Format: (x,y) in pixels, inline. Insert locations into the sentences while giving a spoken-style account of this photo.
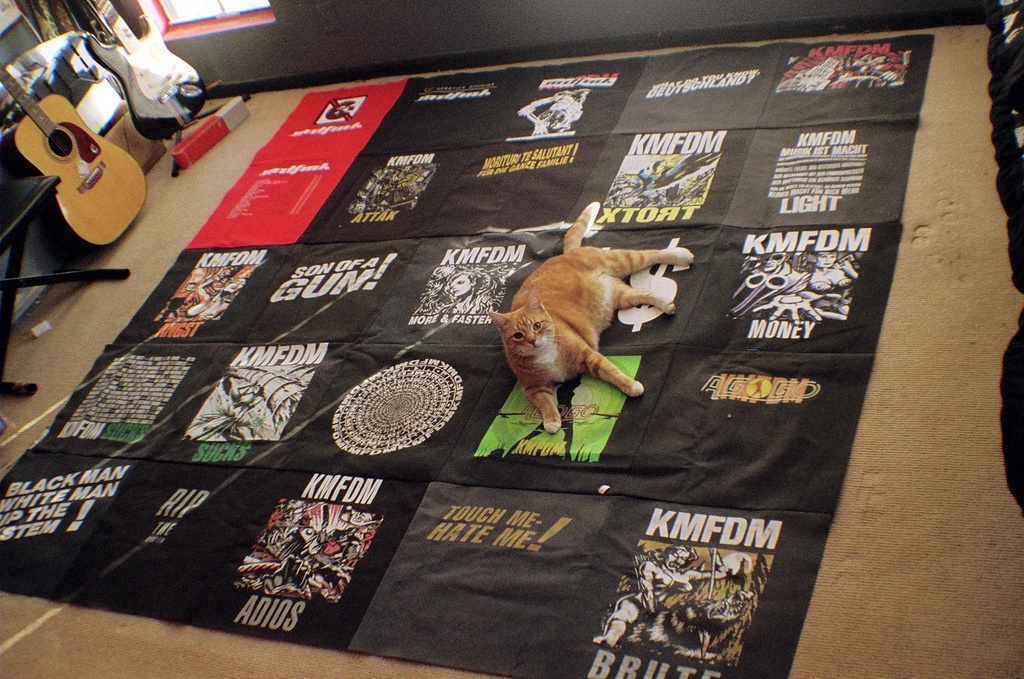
There is a cat (526,315) on the floor (164,256). And to the left corner (103,235) there are two guitars (123,92) and one chair (50,181).
